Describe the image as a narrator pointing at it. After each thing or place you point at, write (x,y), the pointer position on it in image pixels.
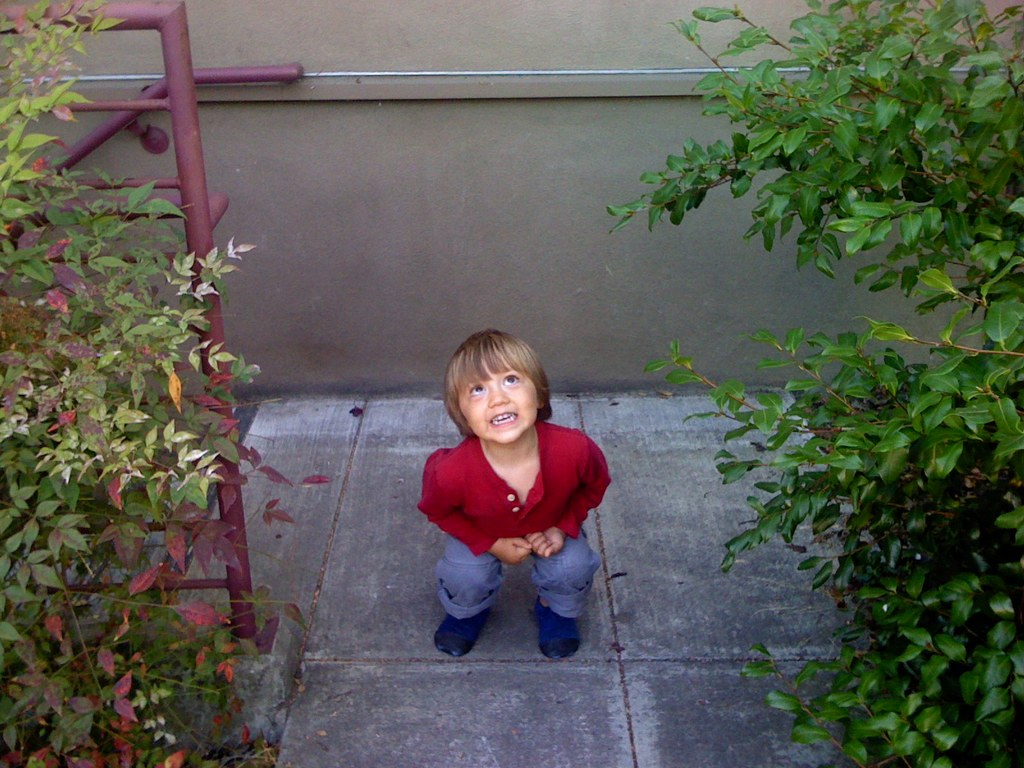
In the center of the picture (502,473) there is a kid (504,524) in red shirt (514,526). On the right (806,197) it is a tree (957,404). On the left (184,627) there are plants (35,488) and an iron frame (172,123). In the background (495,152) it is wall (535,180). At the bottom (404,730) it is floor (595,690).
